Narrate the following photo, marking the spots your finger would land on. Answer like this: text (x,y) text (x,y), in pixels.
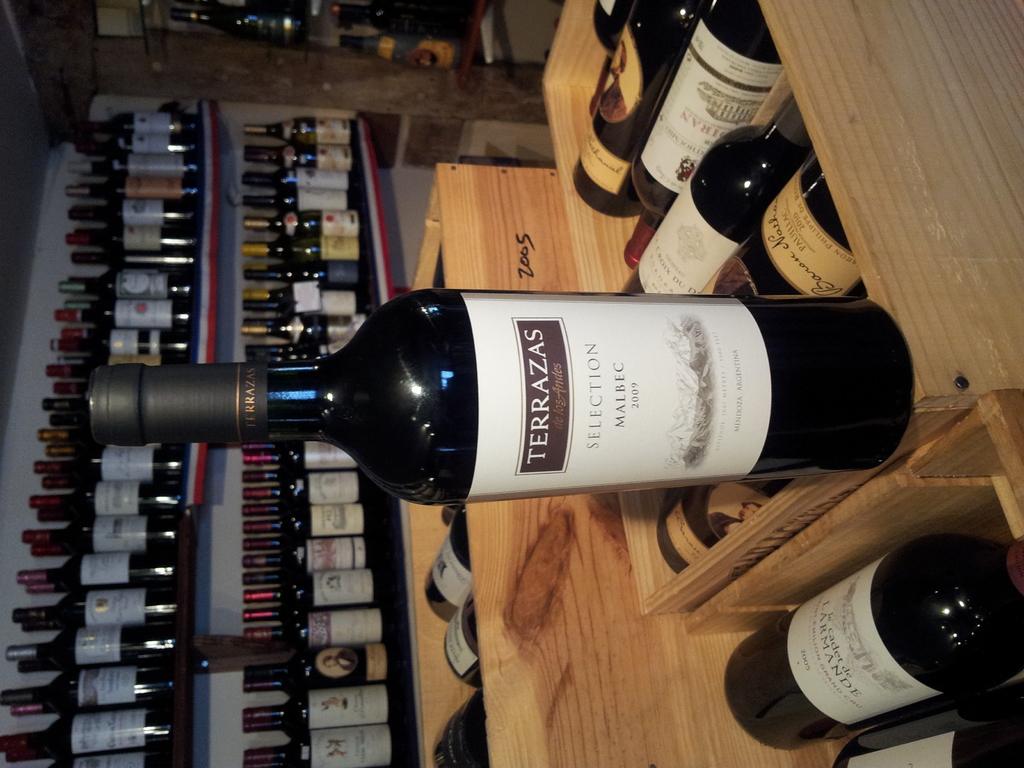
In this picture I see number of bottles (712,481) in front (619,333) and they're on the brown color surface (607,619) and in the background (243,203) I see few more bottles (190,219) on the racks (197,457).
